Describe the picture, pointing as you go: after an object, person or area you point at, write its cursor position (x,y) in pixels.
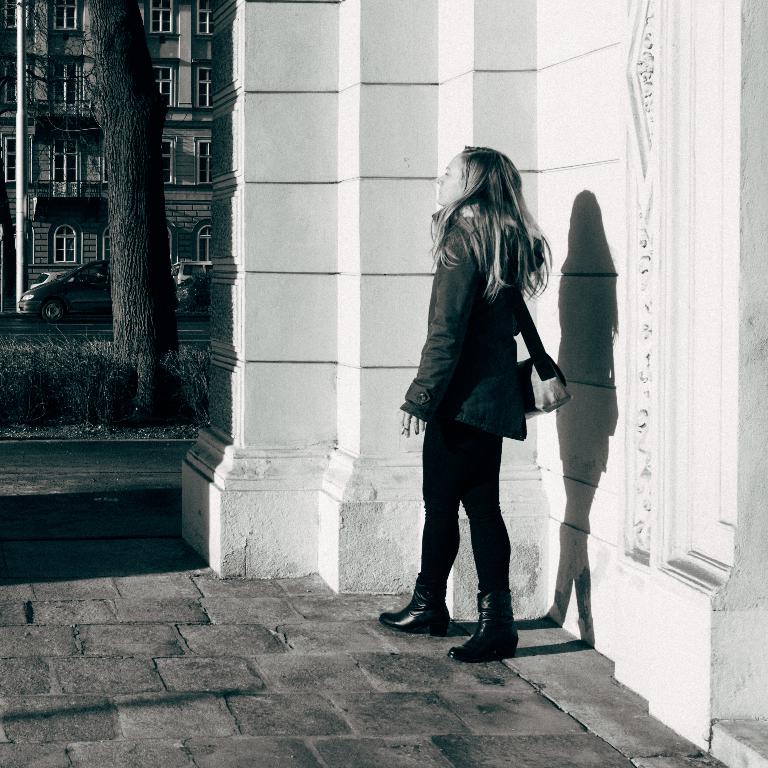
This is a black and white image in this image there is a lady (478,488) standing on a pavement (316,691), in the background (149,131) there are buildings (229,199) trees (142,332), cars (45,307) on a road (80,328).
